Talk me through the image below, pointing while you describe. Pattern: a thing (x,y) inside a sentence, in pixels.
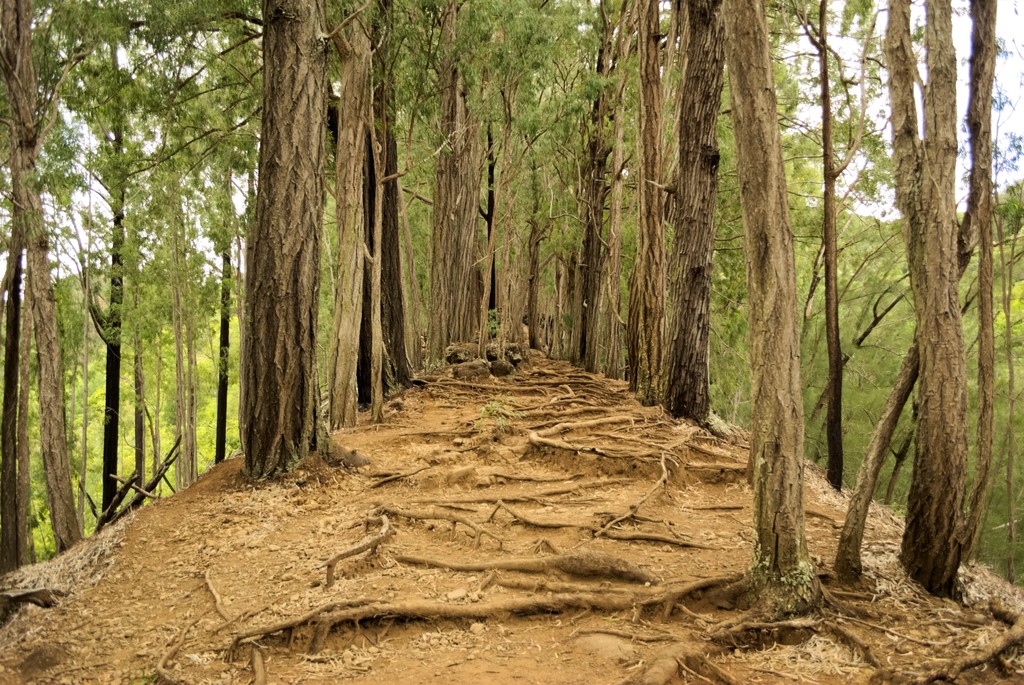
We can see trees (581,325) and roots (651,450). In the background (55,255) we can see sky (93,210).
